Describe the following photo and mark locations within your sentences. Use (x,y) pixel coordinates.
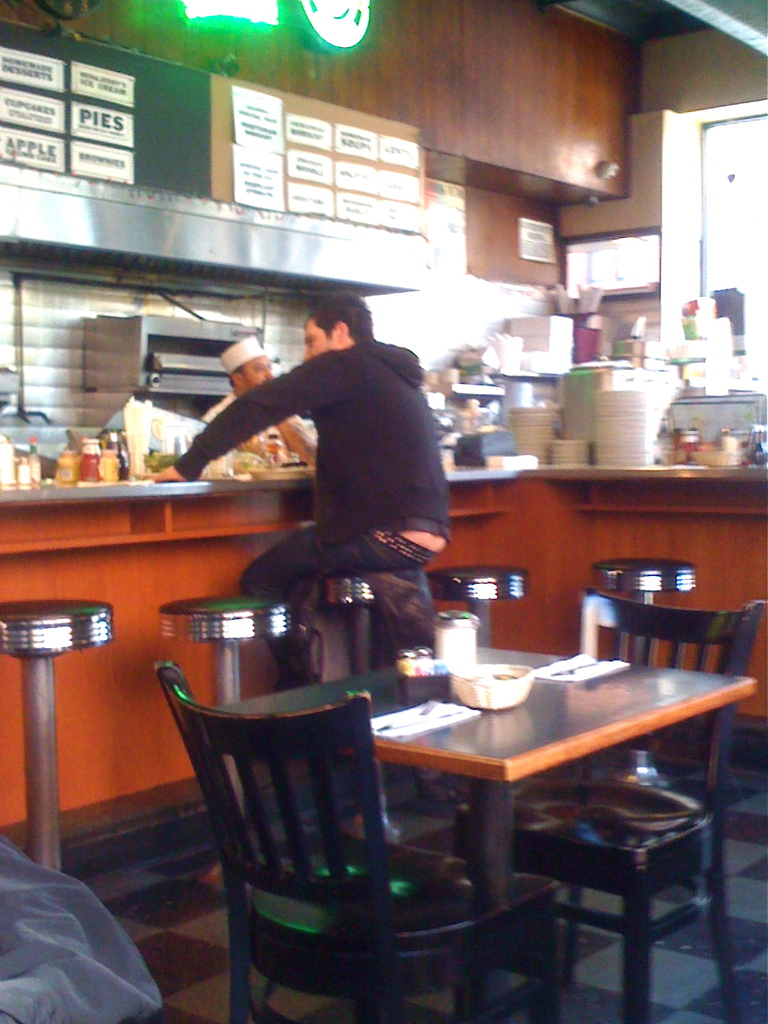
In this Image I see 2 chairs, a table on which there are few things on it and I see 5 stools (39,815) on which there is a man (339,313) sitting on this and I see a table (280,526) on which there are many things (713,369). In the background (358,247) I see another person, an equipment (290,268) and the wall (529,179).
